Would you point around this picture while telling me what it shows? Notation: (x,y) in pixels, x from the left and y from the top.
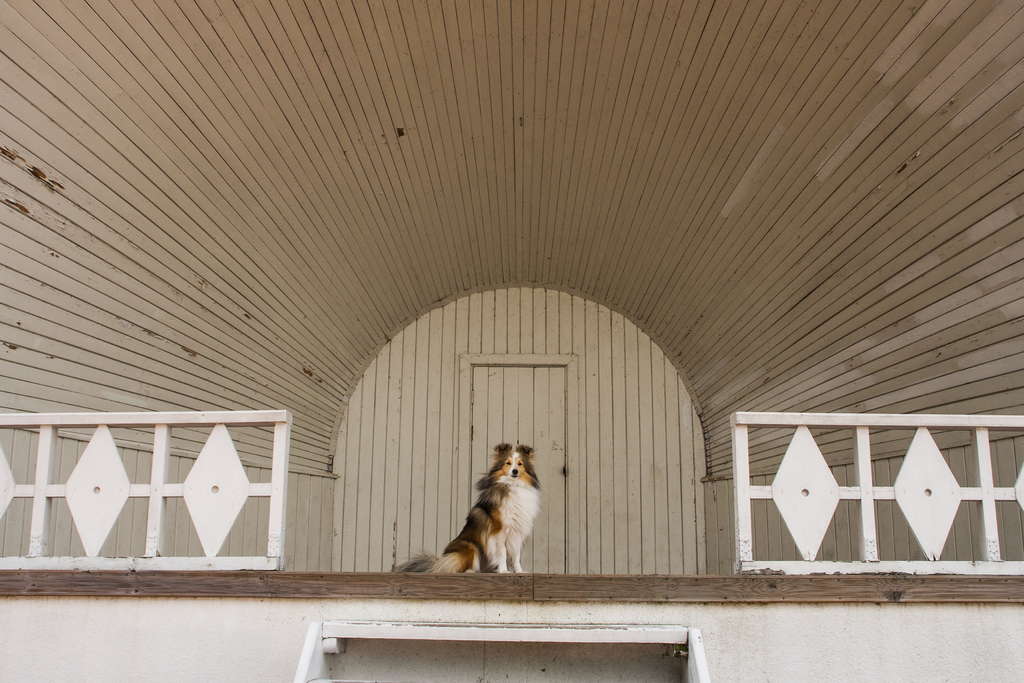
In the image we can see there is a dog (515,489) sitting on the stage (540,584) and behind there is door (506,411). There are stairs (388,651).
